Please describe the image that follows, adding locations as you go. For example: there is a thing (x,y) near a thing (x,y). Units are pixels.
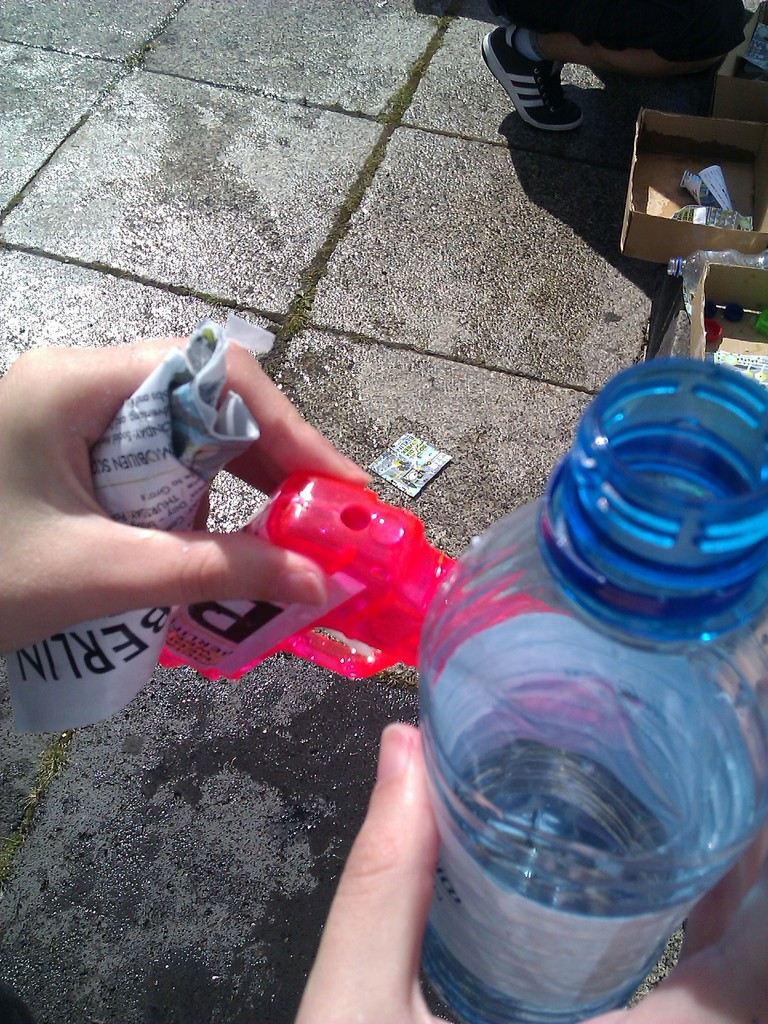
there is a bottle (444,737) in the hands (262,558) with the paper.
